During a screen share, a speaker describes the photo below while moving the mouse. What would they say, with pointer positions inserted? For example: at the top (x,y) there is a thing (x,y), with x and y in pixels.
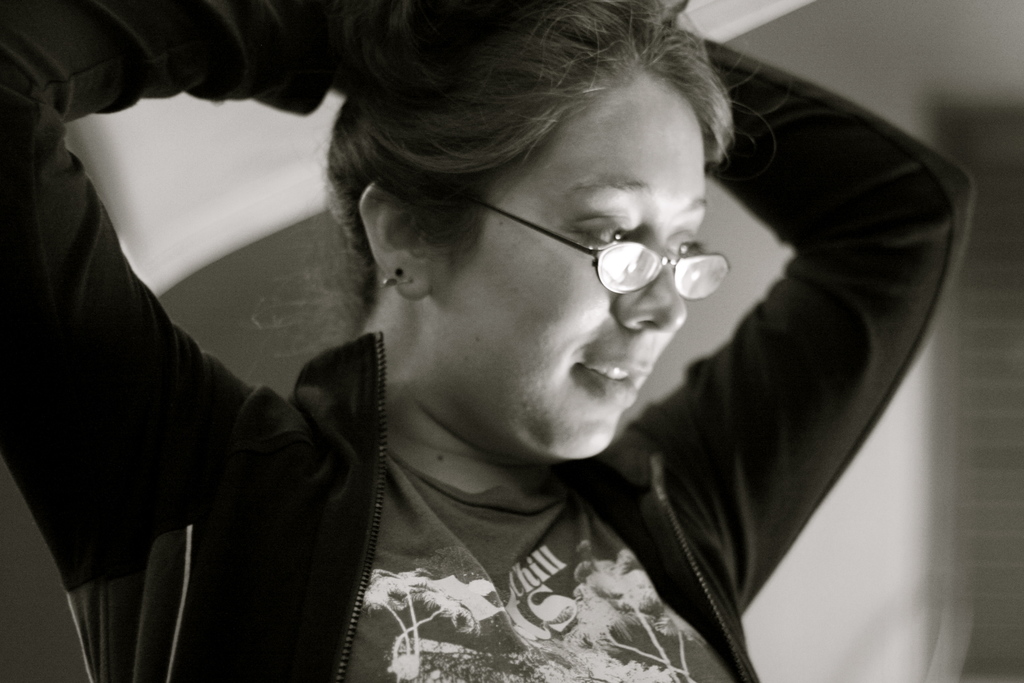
In the center of the image (450,352) a lady (420,391) is present and wearing a spectacles (615,268).
